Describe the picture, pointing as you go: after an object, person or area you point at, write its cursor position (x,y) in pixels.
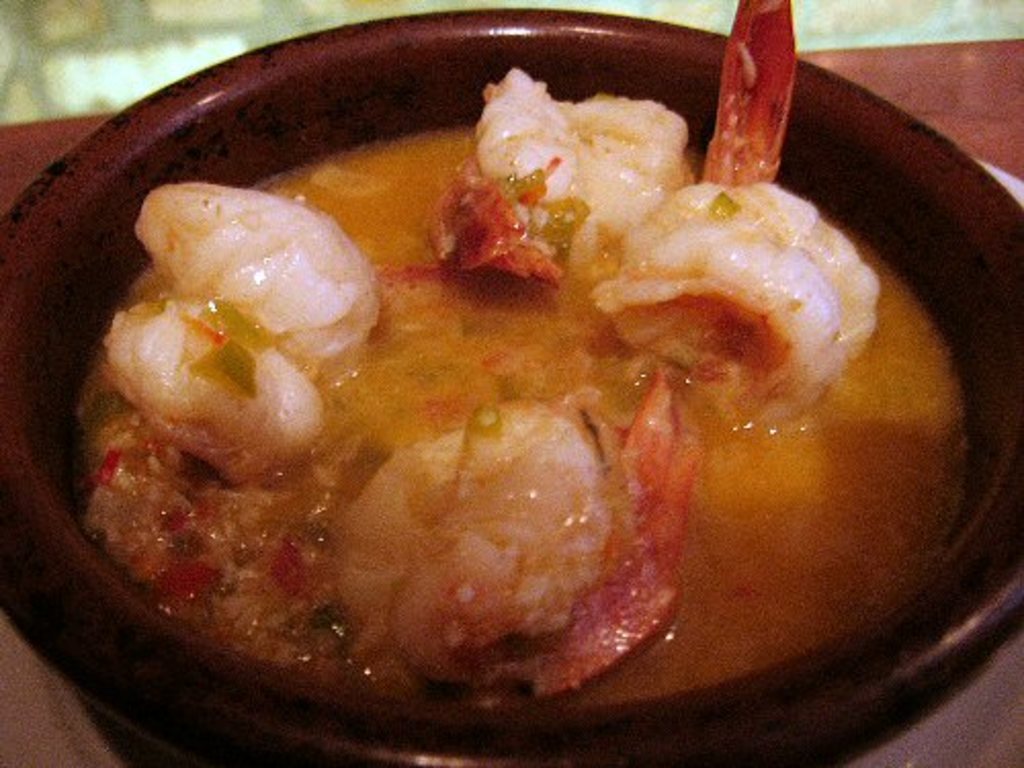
In this image I can see a food (537,303) in the bowl (848,146). Food (812,279) is in white, brown and red color.
